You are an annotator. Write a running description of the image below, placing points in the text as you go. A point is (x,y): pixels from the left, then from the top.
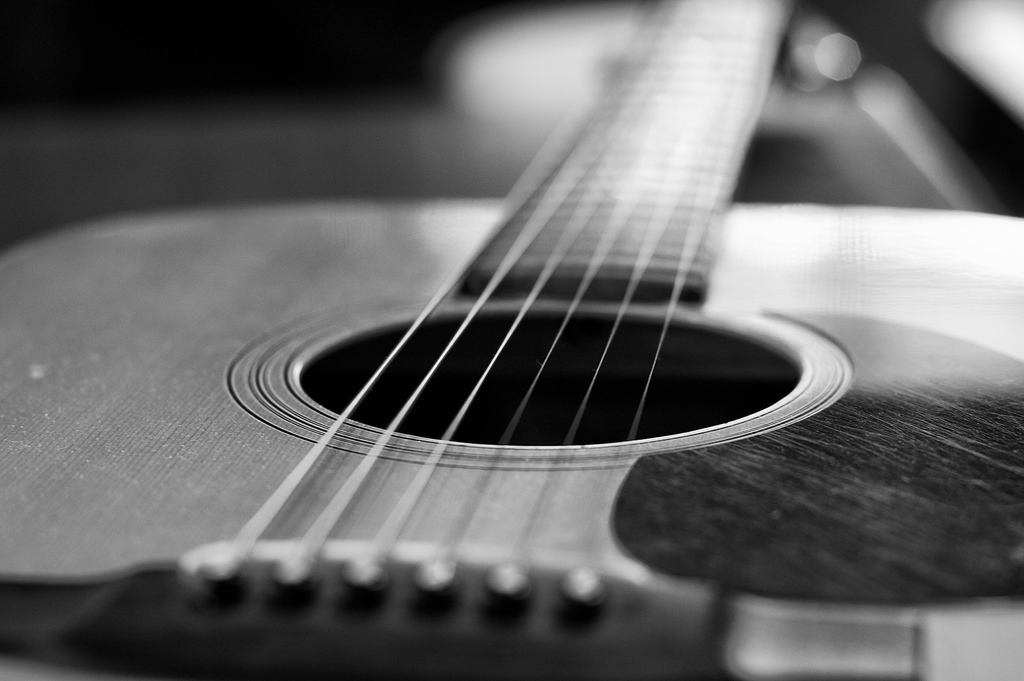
In the image we can see there is a guitar (435,246) which is kept on the table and the image is in black and white colour.
